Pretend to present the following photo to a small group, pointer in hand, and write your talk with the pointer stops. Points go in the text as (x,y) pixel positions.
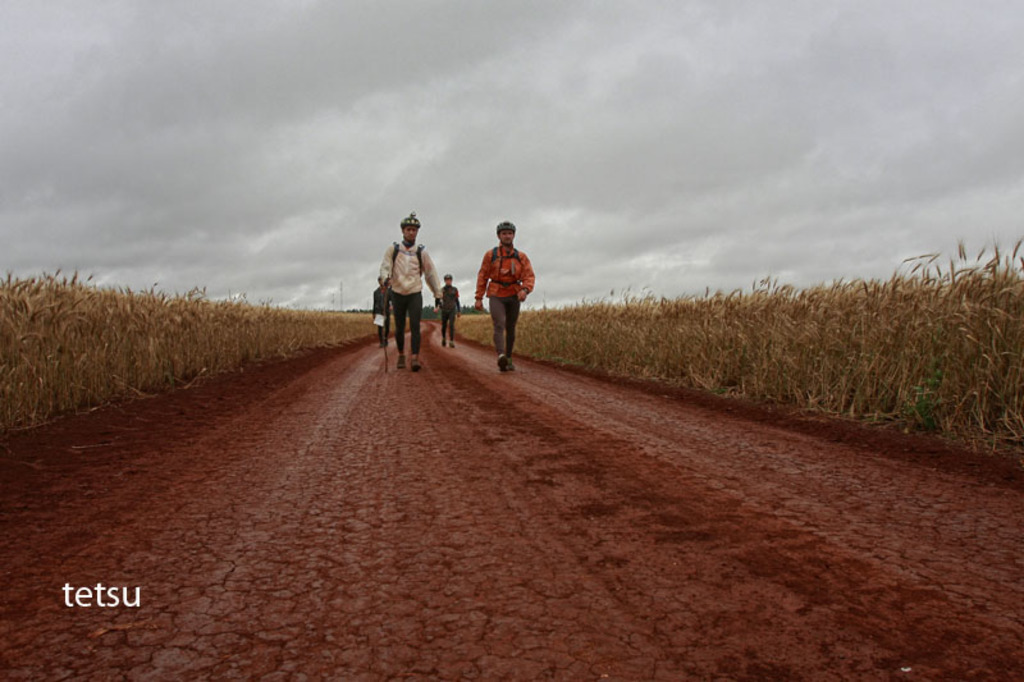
In this image, we can see some persons (416,337) walking at the middle (416,299), at the right (693,368) and left sides we can see some dried weeds (608,351), at the top (467,60) there is a sky (467,60) which is cloudy.
